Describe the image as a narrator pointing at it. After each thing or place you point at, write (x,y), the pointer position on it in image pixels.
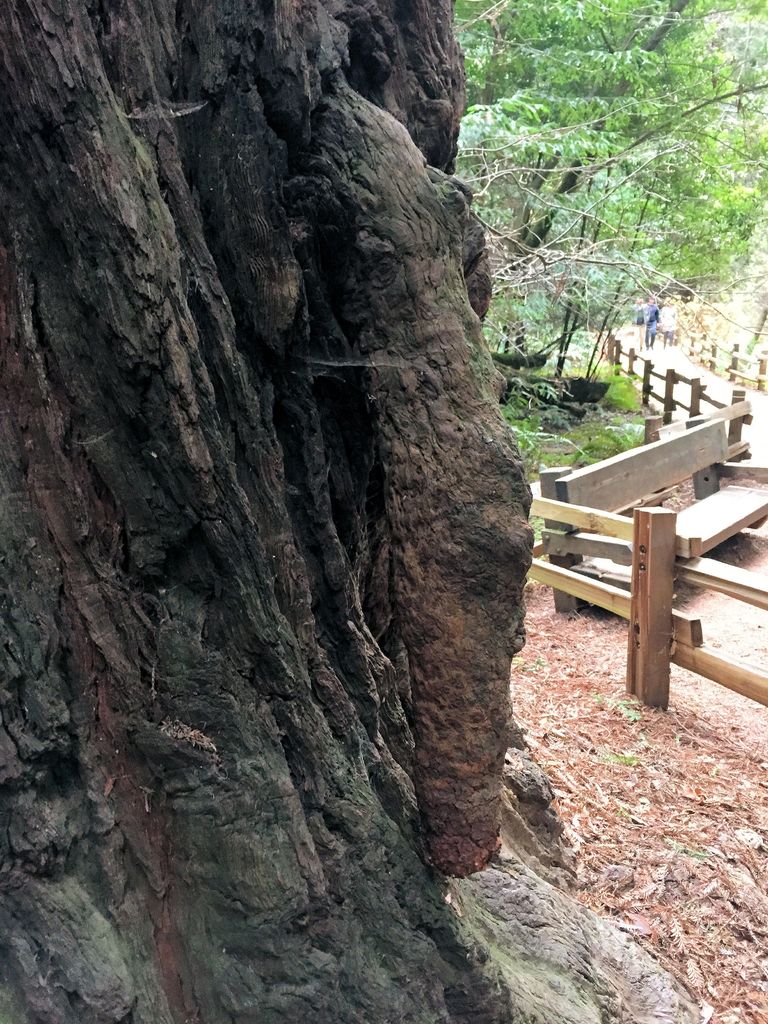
In this picture we can see a tree trunk (329,382), bench (656,468) on the ground (690,707), fences (658,423), trees (581,6), grass (591,444) and some people (648,333) on a path (694,372).
